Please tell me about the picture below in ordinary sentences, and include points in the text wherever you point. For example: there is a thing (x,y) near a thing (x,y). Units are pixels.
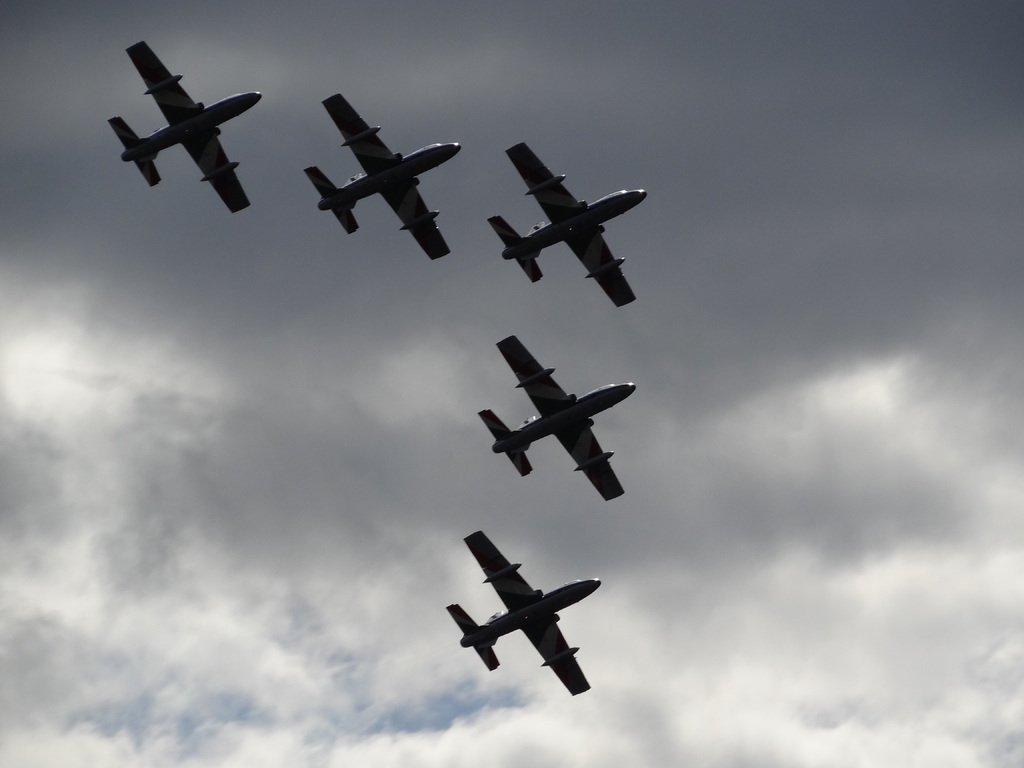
In this image there are airplanes (124,124) flying in the air (250,443). Background (777,22) there is sky (466,492) which is cloudy.
